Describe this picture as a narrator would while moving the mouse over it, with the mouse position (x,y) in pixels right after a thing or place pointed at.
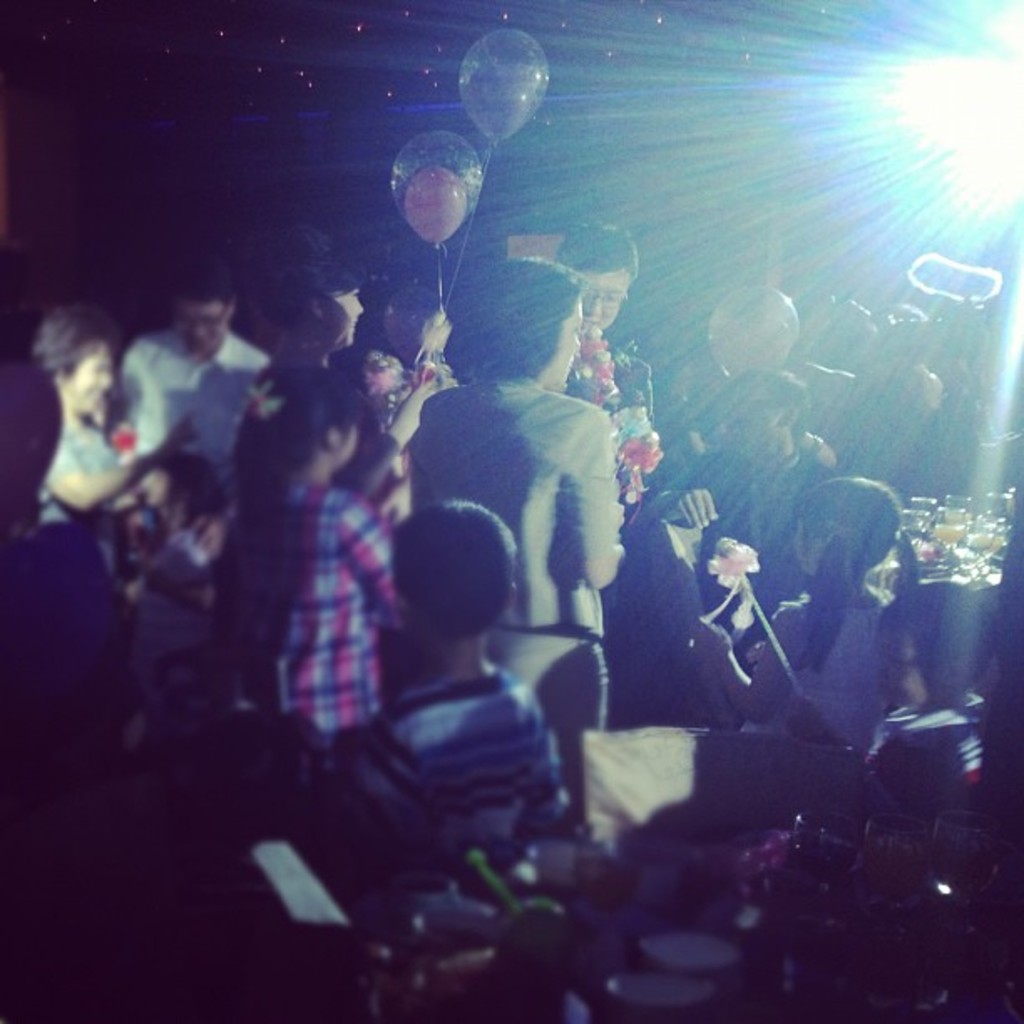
In the foreground of this picture (430,500) we can see the group of persons (321,677) and group of children (829,612) and we can see the glasses (967,865) of drinks (823,843) and some other objects (704,964). In the background (880,126) we can see the light (894,102), balloons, garland (598,373) and we can see the glasses (953,528) and some other objects (975,561) are placed on the top of the table (981,633) and we can see the chair (867,774) and some other objects (949,579).
